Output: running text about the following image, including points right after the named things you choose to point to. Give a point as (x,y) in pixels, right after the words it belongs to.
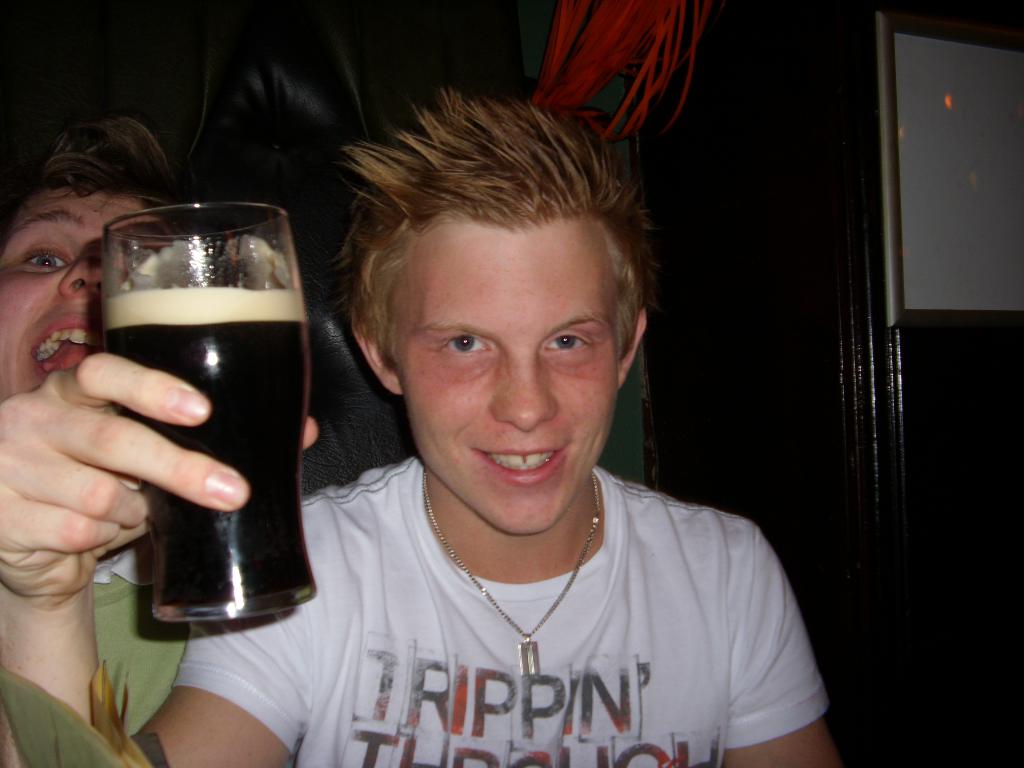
In this image we can see a man (557,586) wearing white t shirt (567,641) and smiling and holding the glass of drink (196,309). We can also see another man (98,544). In the background (770,215) we can see the white board (937,169) attached to the wooden object (896,444).
